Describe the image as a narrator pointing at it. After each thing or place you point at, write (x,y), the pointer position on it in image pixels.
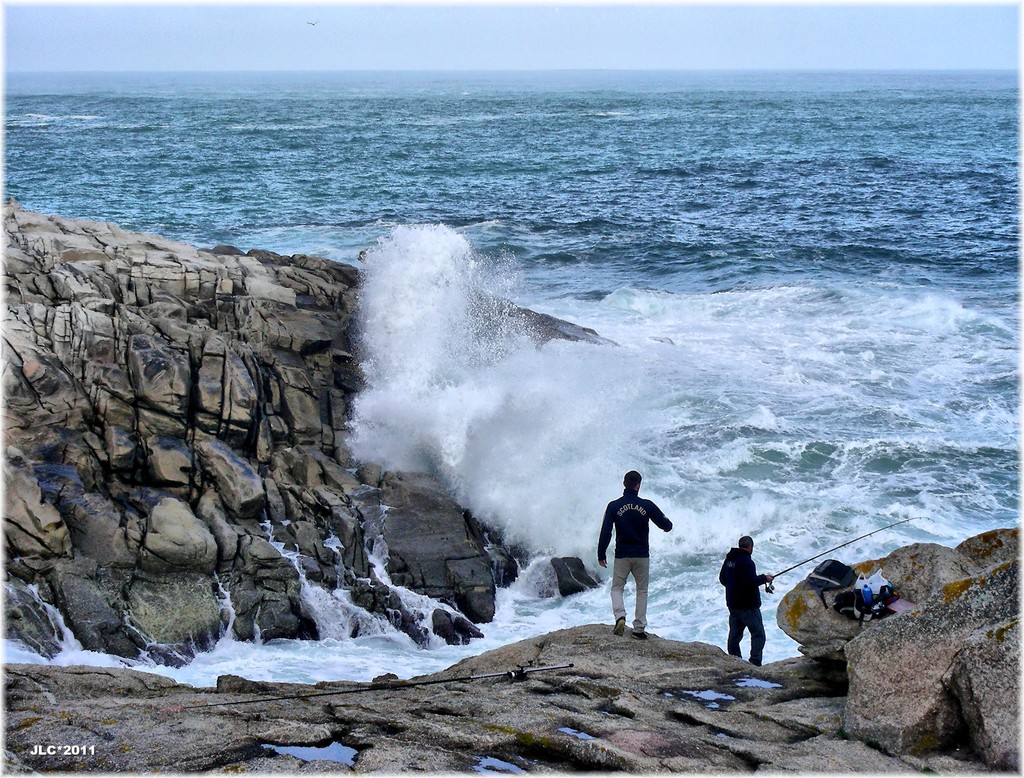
Here we can see two men (737,561) and he is holding a stick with his hand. There are rocks (502,669), bags (890,598), and bottles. This is water (739,274). In the background (735,64) there is sky (620,42).
